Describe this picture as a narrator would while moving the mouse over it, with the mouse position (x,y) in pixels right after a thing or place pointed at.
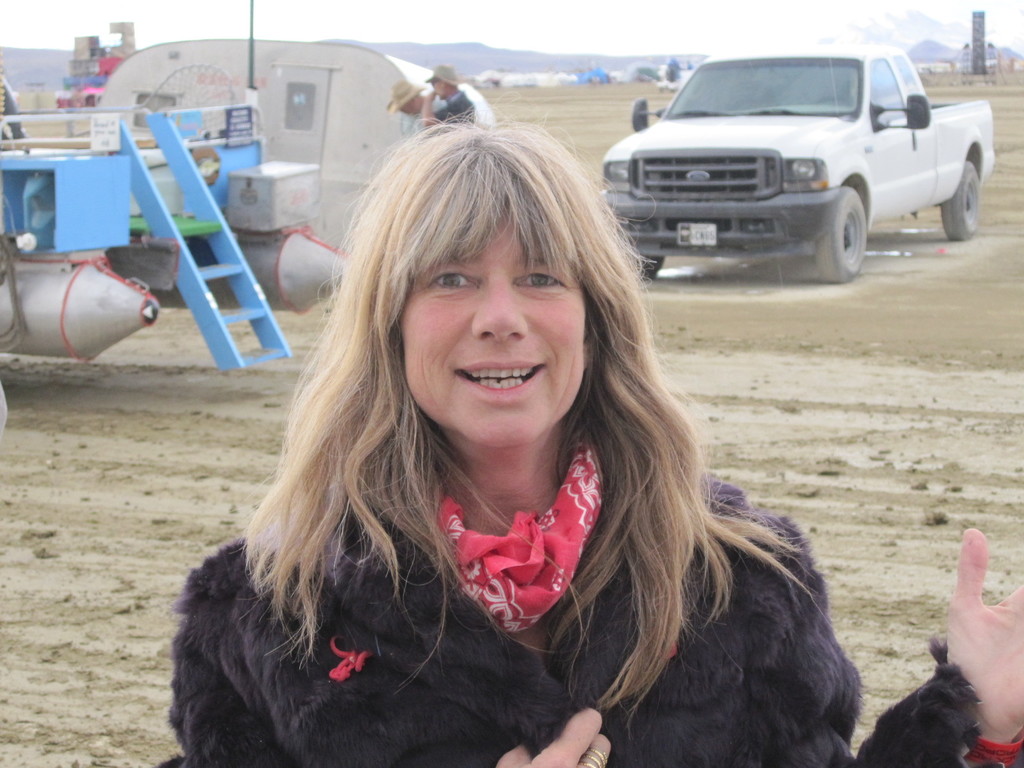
In this picture we can see the woman (357,503) wearing a black jacket (472,669), smiling and giving a pose to the camera. Behind we can see the white truck (726,120) and blue ladder (177,146). In the background (416,59) there are some mountains (525,56).
